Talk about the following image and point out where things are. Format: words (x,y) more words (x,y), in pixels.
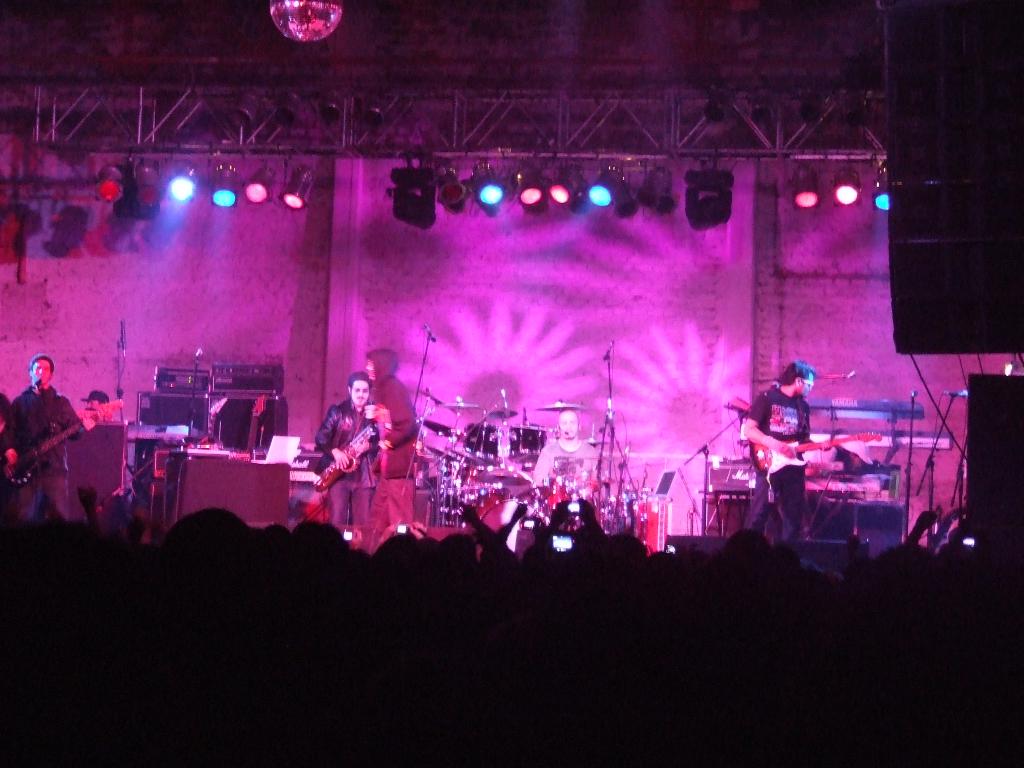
In this picture we can see group of people (524,597) standing and listening to the musicians (778,438) were on stage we can see person (66,411) playing guitar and singing on mic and in background (449,382) we can see wall (540,272), lights (604,199), steel rods (387,144).
